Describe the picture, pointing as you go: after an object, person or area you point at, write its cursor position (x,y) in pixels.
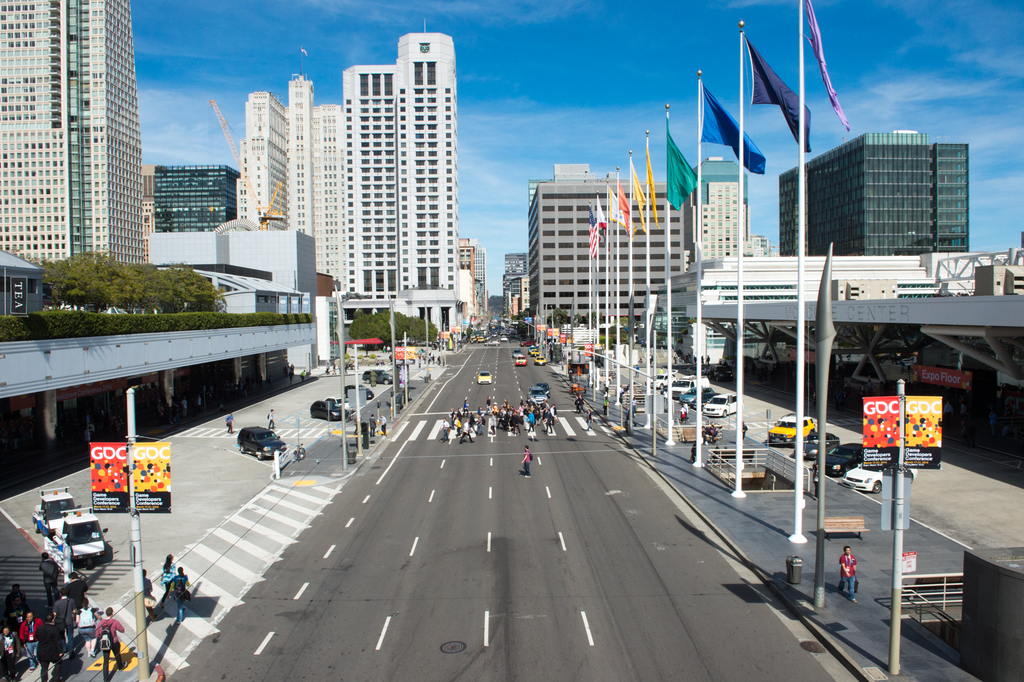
At the bottom of the image (388,562) on the road (492,362) there are vehicles (489,375), people (534,410) and zebra crossings (449,433). On the left side of the image (159,557) there is a footpath (423,387). On the footpath (409,376) there are vehicles (64,529) in a parking area (229,463) and also there are poles (130,475) with sign boards (146,473), people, trees (377,322) and also there are buildings (123,125) with walls (99,124). On the right side of the image (894,443) there is a footpath (872,504) with people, poles (741,405) with flags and sign boards (874,411). And also there are buildings (696,235) with walls (930,281). In the background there are trees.
